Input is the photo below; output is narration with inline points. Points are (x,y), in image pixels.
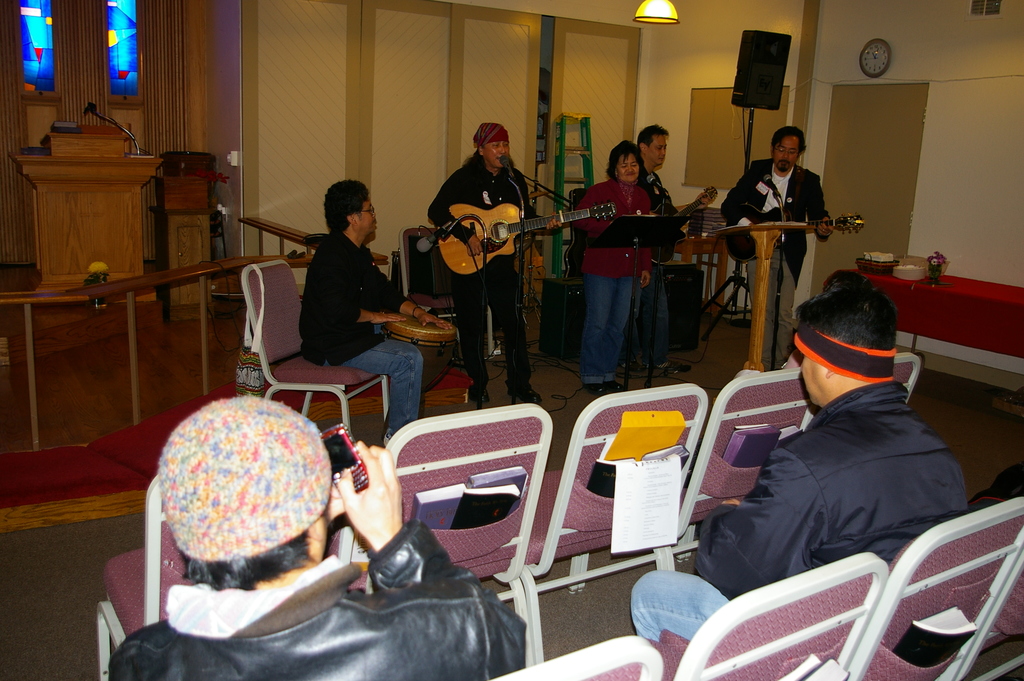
This image consist of many people (658,611). There are many chairs (534,579) in this image. In the front (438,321), there are five people (743,178) performing music. To the left (341,325), the man (359,329) sitting and wearing black shirt (333,328) is playing drums (441,336). In the background (342,54), there are walls (222,125), podium (78,152) and speakers (738,101).
